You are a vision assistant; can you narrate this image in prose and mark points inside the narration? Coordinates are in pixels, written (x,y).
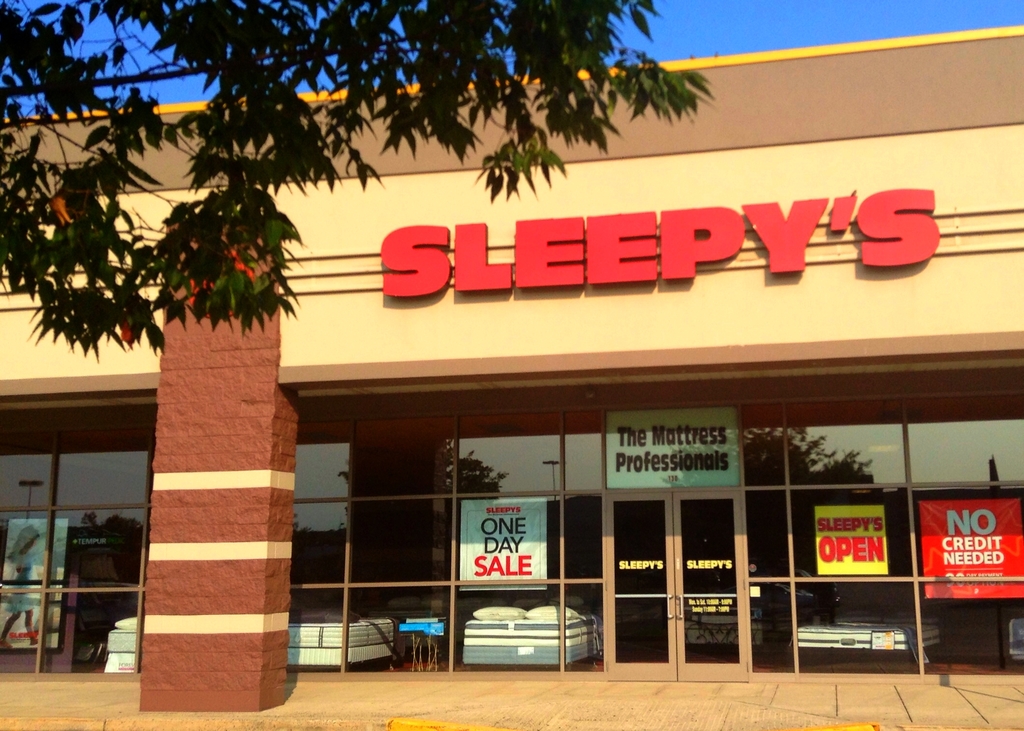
In this image I can see a building (660,407) which is in cream and brown color. I can also see something written on the building (388,175). In front I can see few glass doors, background (760,17) I can see few trees (441,17) and sky (722,37) in blue color.
